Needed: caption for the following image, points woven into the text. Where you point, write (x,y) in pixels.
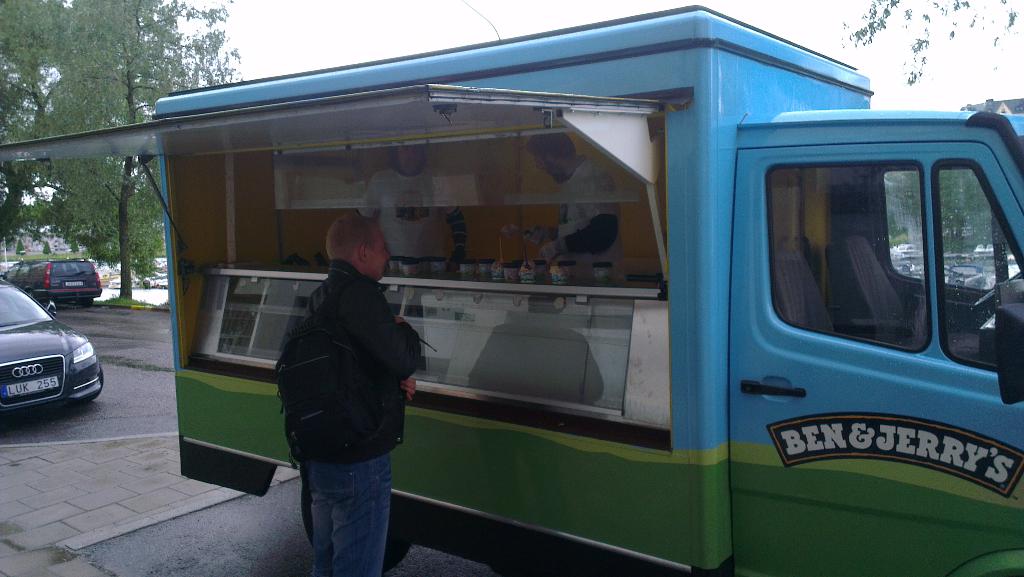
This image is taken outdoors. At the top of the image (378,16) there is the sky (485,29). At the bottom of the image (134,552) there is a road (162,523). On the left side of the image (101,76) there is a tree (84,115) and two cars (32,338) are parked on the road (58,308). In the background (133,272) many cars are parked on the ground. In the middle of the image (487,224) a truck (473,327) is parked on the road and there is a text (895,443) on the truck (902,452). There is a stall (551,295) in the truck (544,279) and two men (561,247) are standing in the truck (472,208). A man (385,420) is standing on the road (299,524).
